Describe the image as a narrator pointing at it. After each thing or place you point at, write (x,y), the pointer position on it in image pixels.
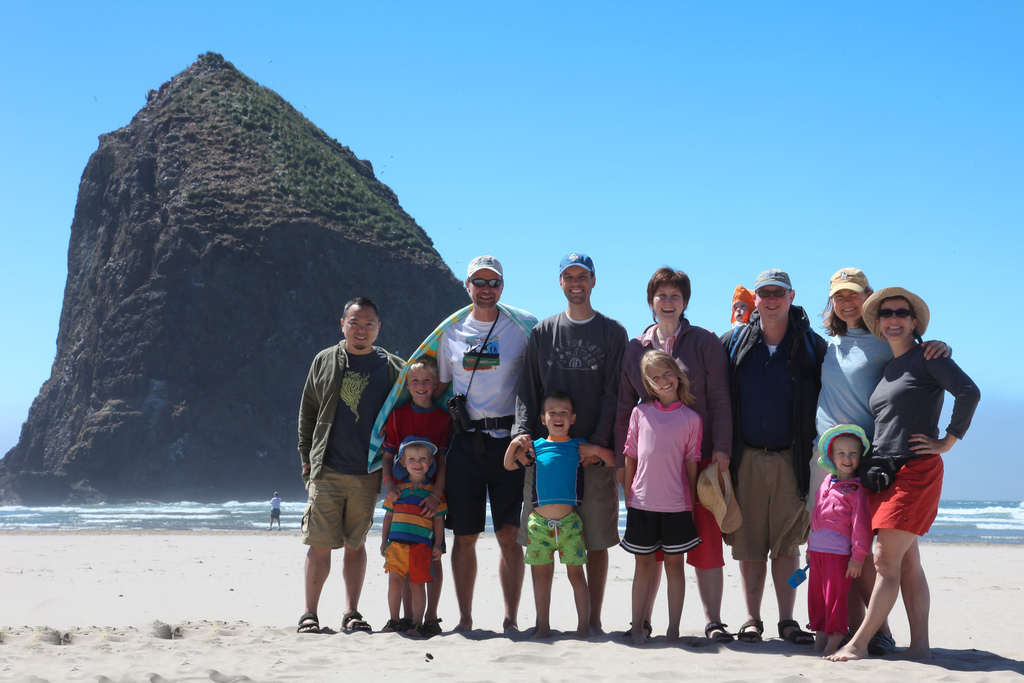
At the bottom of this image (707,559), there are persons (751,293), children (436,475) and a woman (669,319) in different color dresses (386,362), smiling and standing on a sand surface (332,621). In the background (287,493), there is another person (276,523) at the tides (269,507) of the ocean (227,502), there is a mountain (101,157) and there is a blue sky (717,223).
